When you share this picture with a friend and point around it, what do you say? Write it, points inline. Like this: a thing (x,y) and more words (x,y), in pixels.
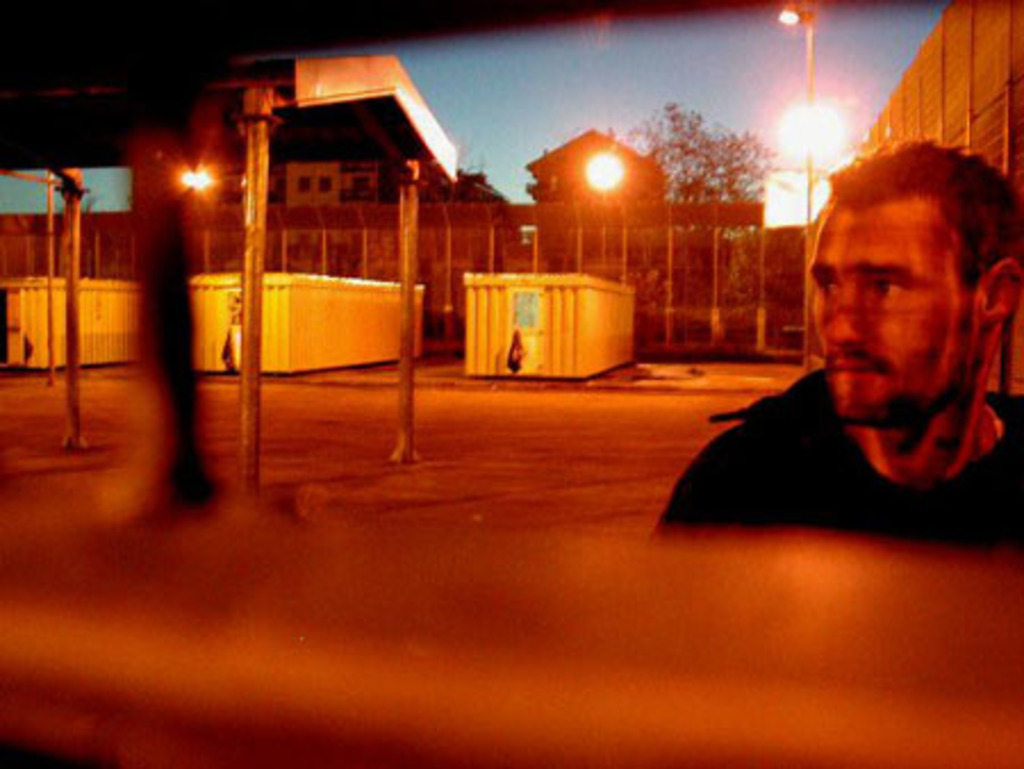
In this picture we can see a man (787,414) and containers (334,326). Behind the containers (325,316) there are fences (584,249), trees (692,177), buildings (545,169), streetlights (792,117) and the sky (588,64). On the left side of the image (45,181), it looks like a shed (68,219).
